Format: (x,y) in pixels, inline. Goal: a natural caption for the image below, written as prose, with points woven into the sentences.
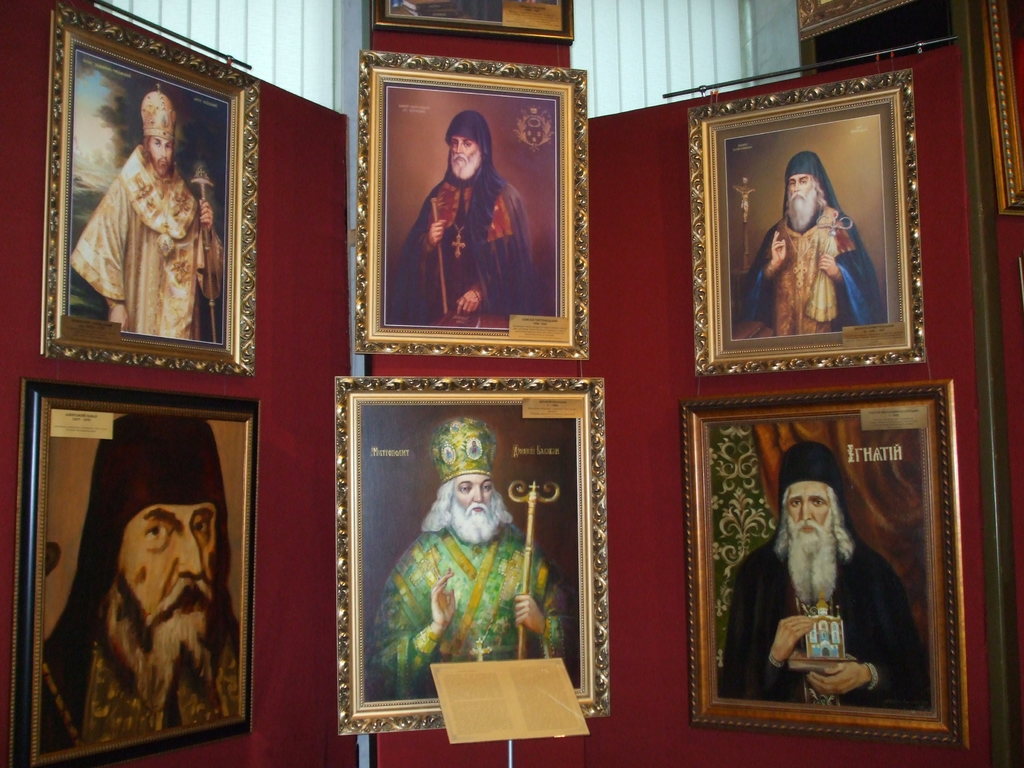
In this image we can see some photo frames (368,594) on a wall (294,639) containing the pictures (236,572) of some people (175,667) on it. On the bottom of the image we can see a placard stand (459,666).
